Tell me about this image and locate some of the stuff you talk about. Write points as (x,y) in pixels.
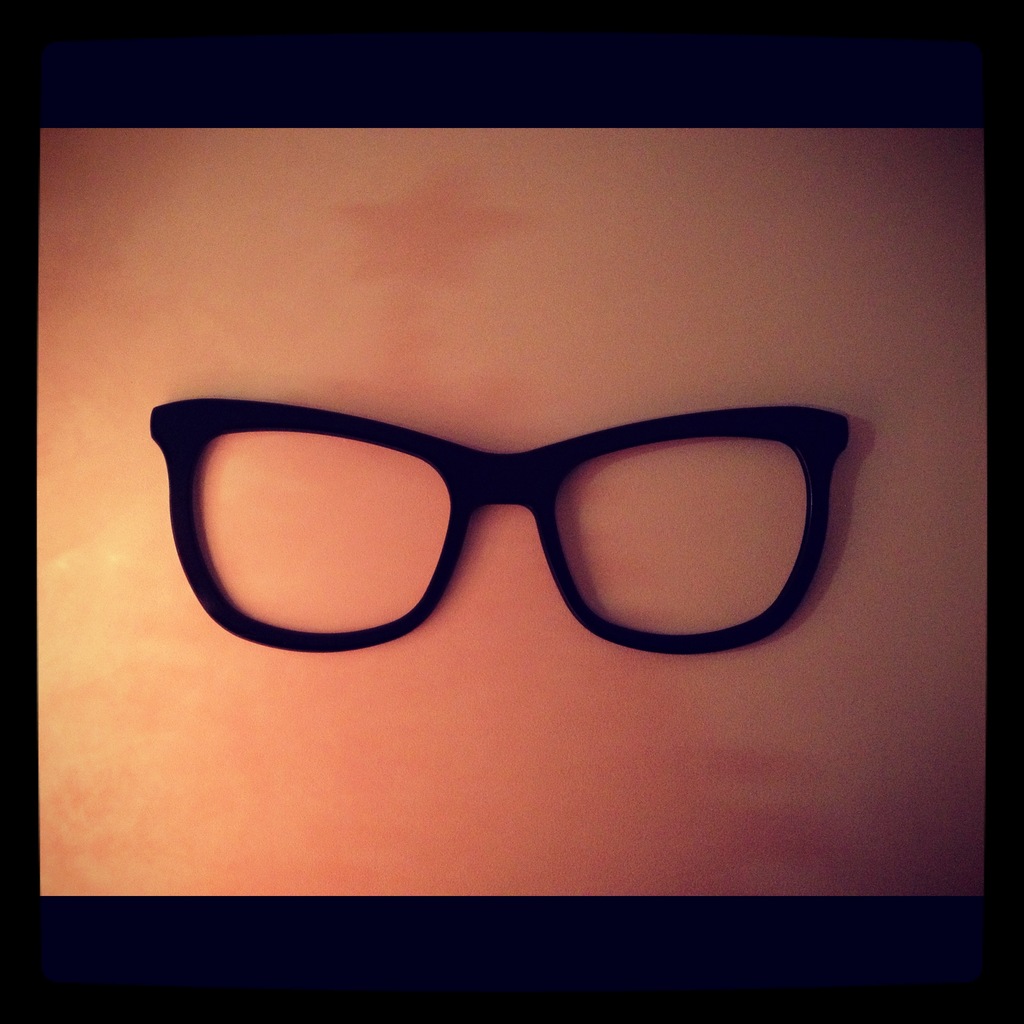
In the image we can see this is a spectacle frame (457,496) and this is a light brown background (629,312).
